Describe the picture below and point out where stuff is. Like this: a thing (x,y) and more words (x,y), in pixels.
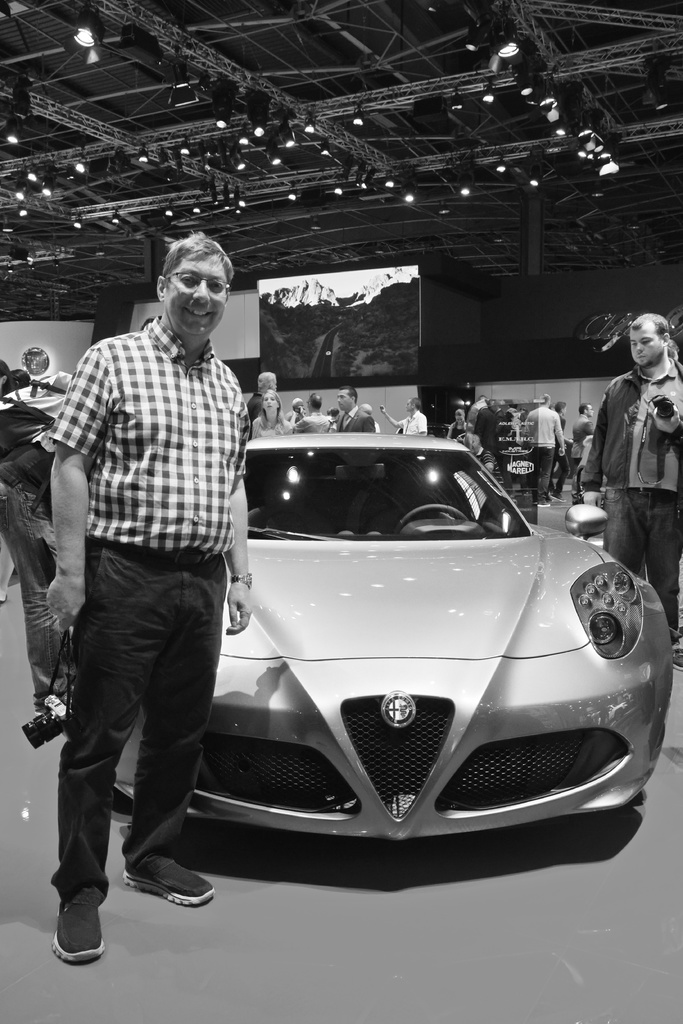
In this image we can see group of people (146,444) standing on the ground (250,889). One person (119,712) is wearing spectacles (201,281) and holding a camera (60,704) in his hand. In the background (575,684) we can see a car (388,480) parked on the ground (638,882) and a screen (408,350) and group of lights (594,133) and poles (180,129).
